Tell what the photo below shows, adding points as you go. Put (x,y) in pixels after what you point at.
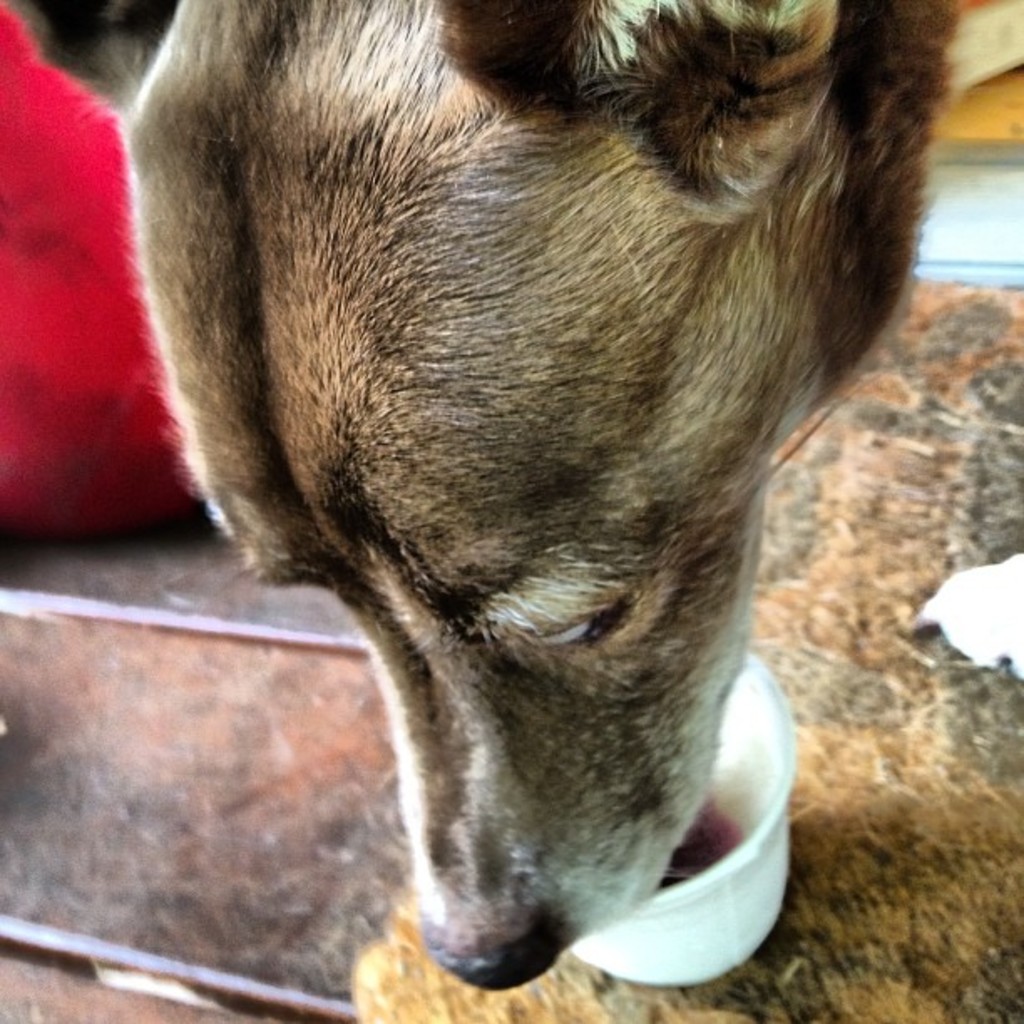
In this image I can see a dog (502,565) eating some food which is placed in a bowl (695,947). On the left side (72,266), I can see a pink color cloth (77,257) on the floor (100,575).
